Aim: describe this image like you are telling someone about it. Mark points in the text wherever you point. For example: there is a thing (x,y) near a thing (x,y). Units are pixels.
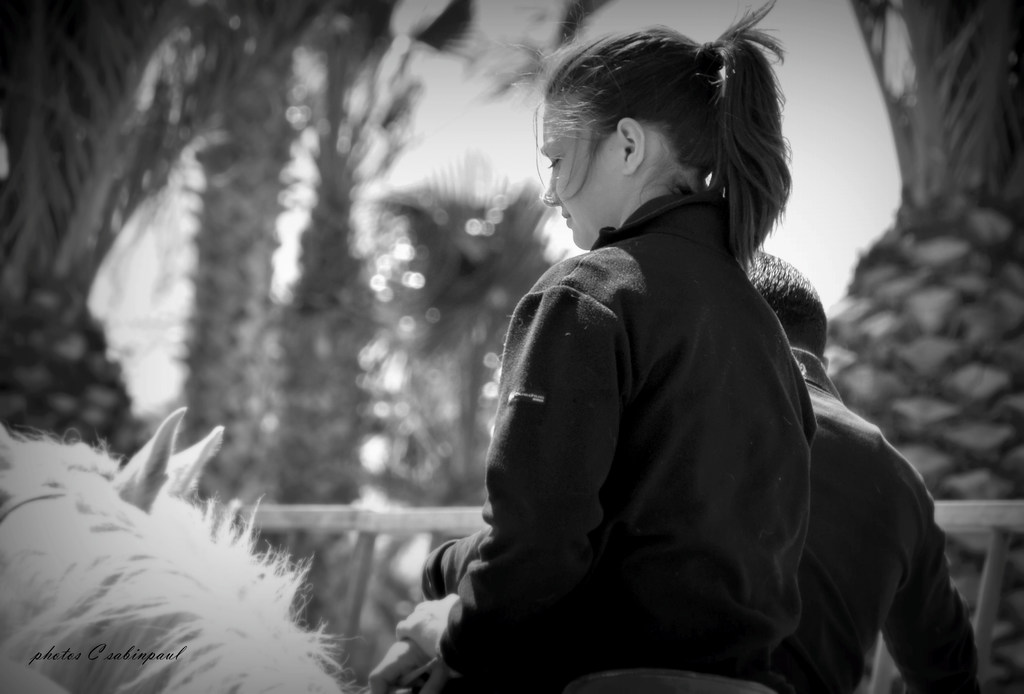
In this picture, I can see a women (601,151), a men (815,401) and also an animal (108,521) after that, They are few trees (955,368) on the right (924,35), We can find few trees (931,128) here as well.
